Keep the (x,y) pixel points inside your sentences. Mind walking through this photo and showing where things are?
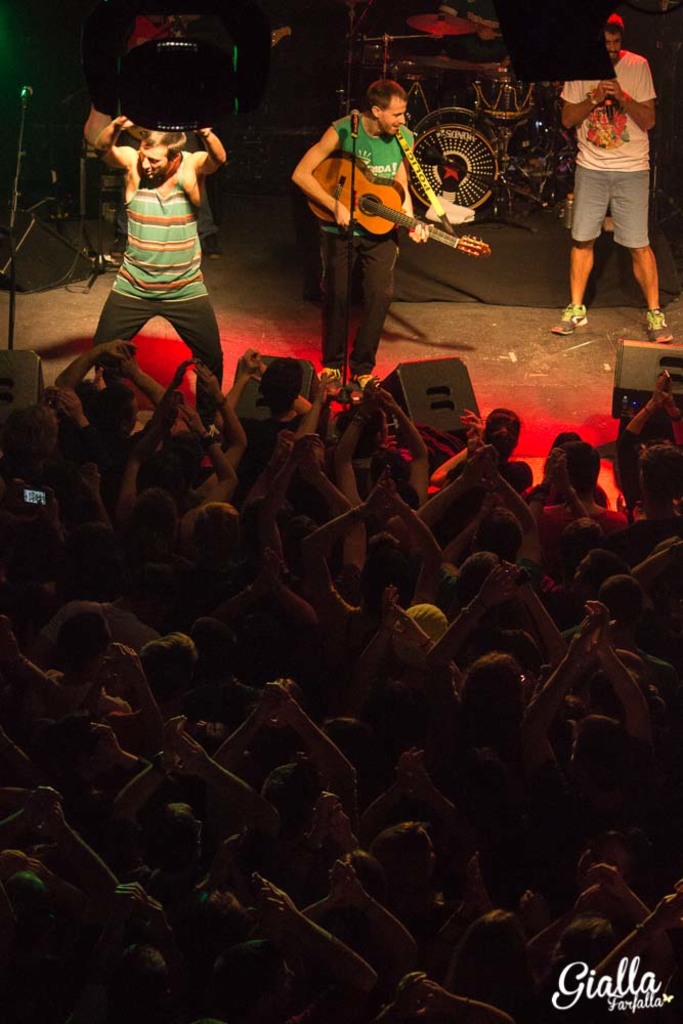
In this image I see 3 men (119,157) on the stage (28,312), In which one of them is holding a guitar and is standing in front of a mic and another one is holding a mic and I can also see that there are lot of people (137,370) over here.
